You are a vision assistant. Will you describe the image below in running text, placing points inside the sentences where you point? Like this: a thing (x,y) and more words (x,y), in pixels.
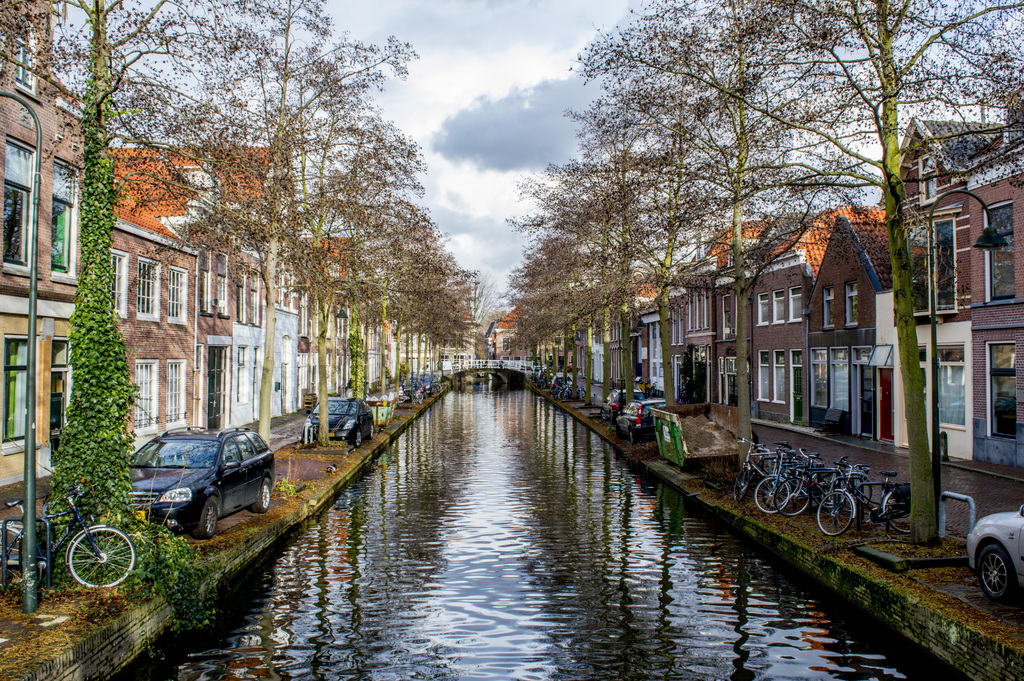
In this image there is a lake (547,539) in the bottom of this image (459,553). There are some cars (224,499), bicycles (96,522), trees (85,504) and some buildings (257,347) on the left side of this image (339,364), and right side of this image (686,324). There is a bridge (481,371) in the middle of this image (520,372). There is a sky (480,144) on the top of this image (472,117).
